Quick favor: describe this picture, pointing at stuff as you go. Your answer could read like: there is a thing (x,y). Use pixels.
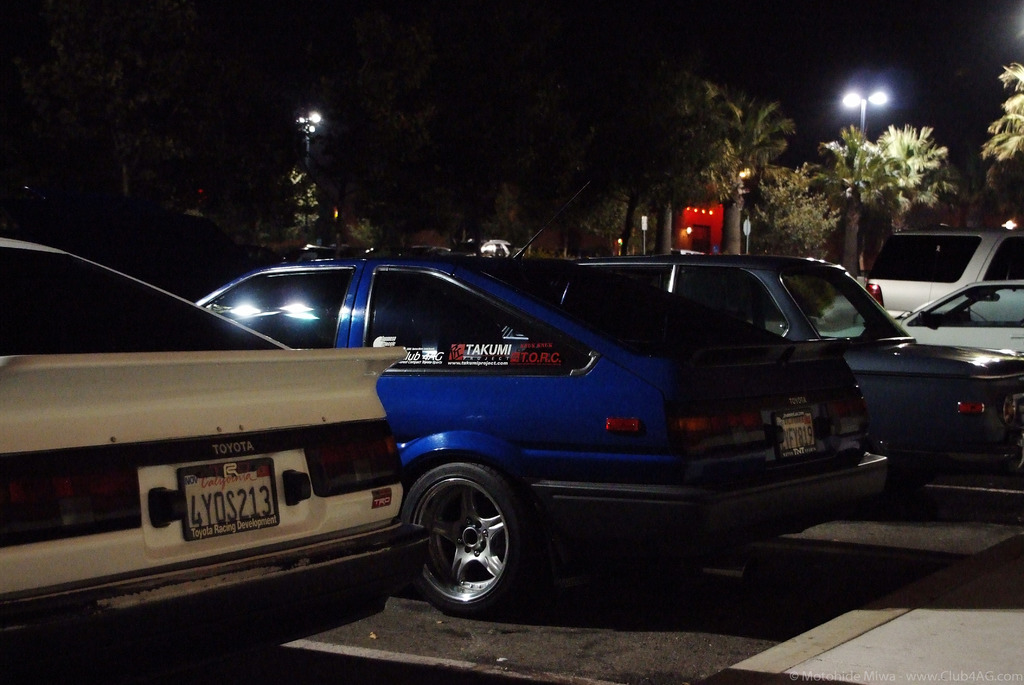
In the middle of the image (607,339) there are some vehicles (631,284). Behind the vehicles (505,282) there are some trees (662,120) and poles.
